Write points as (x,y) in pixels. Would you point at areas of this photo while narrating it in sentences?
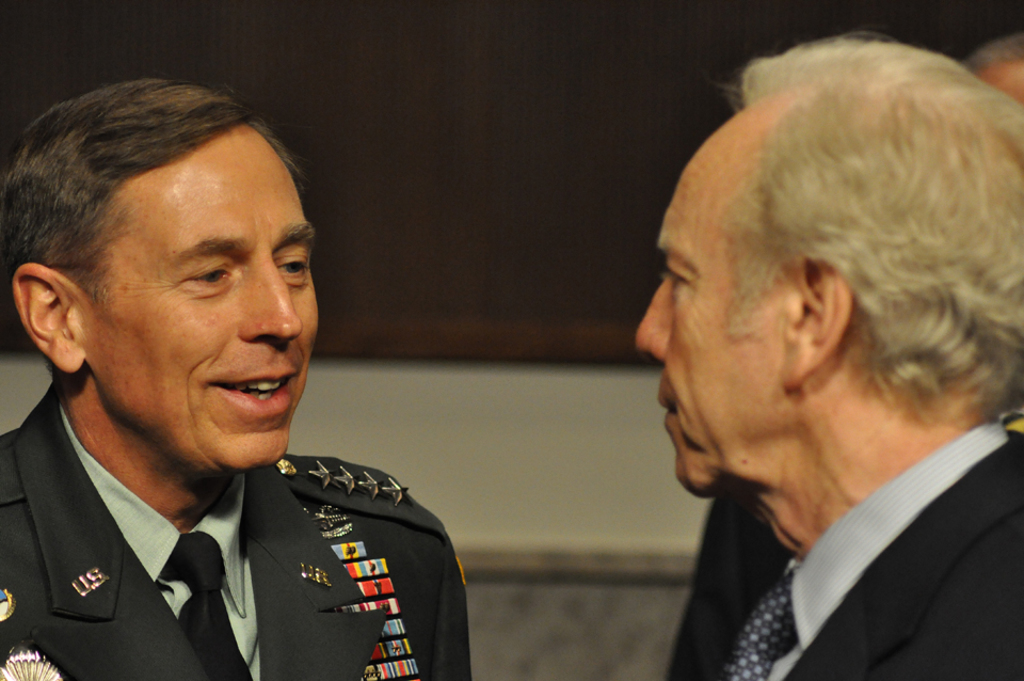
In this image I can see two people (235,398) facing each other. Person (260,416) on the left side (18,291) is talking to the person (962,402) on the right side (939,359).
